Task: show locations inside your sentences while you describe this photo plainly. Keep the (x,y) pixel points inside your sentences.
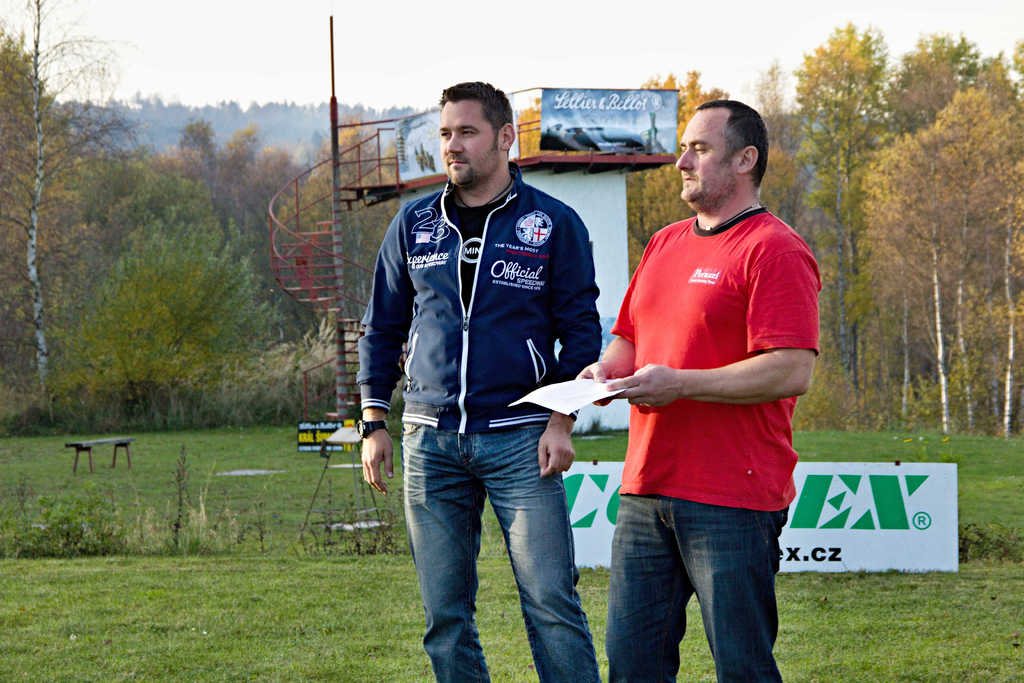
In this image, there are two persons (622,393) standing. Behind the two persons (598,351), I can see plants (199,524), trees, a board (576,521) and a shelter (573,191) with stairway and boards (588,126). On the left side of the image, I can see a bench (126,443) on the grass (164,464). In the background (228,42) there is the sky (336,56).
